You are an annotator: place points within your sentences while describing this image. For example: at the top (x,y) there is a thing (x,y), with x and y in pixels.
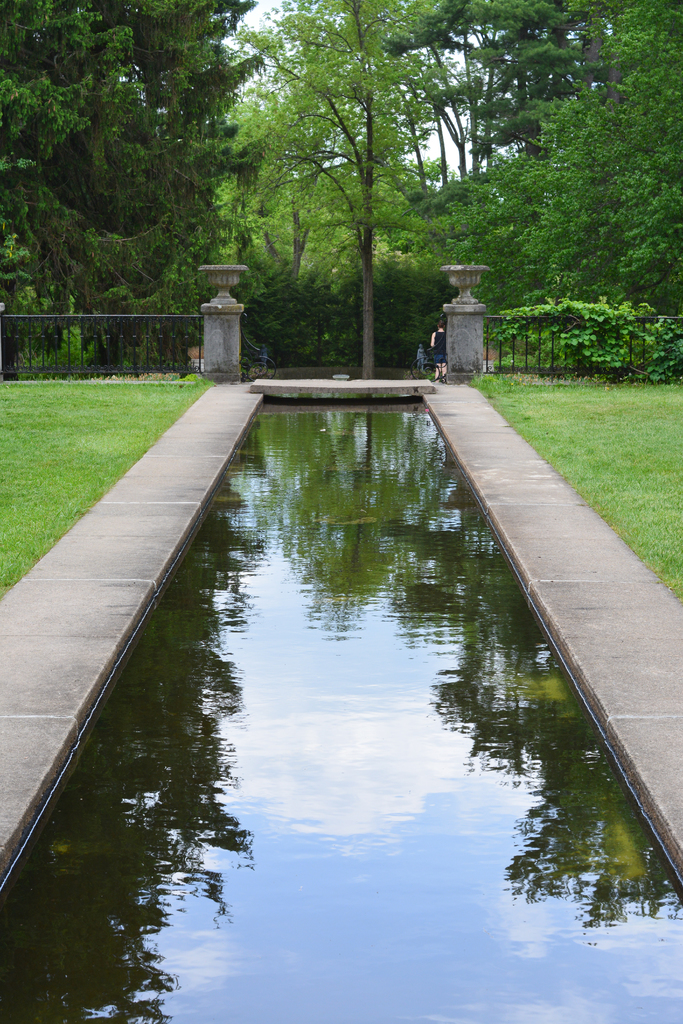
In this image in the front (286,729) there is water (286,677) and there's grass (105,484) on the ground (649,487). In the center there is a fence (69,347) and in the background (385,201) there are trees (385,201).
